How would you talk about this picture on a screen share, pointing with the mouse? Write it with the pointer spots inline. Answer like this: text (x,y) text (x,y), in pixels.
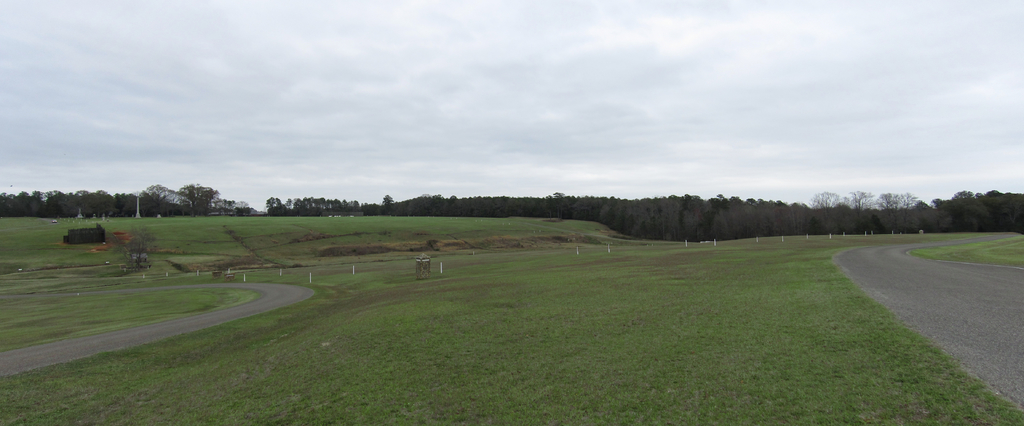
At the bottom of the image (482,342) on the ground (572,347) there is grass (204,345) and also there are poles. And also there are roads (955,305). In the background (723,200) there are trees (725,214). At the top of the image (398,110) there is sky (315,65) with clouds (684,113).
